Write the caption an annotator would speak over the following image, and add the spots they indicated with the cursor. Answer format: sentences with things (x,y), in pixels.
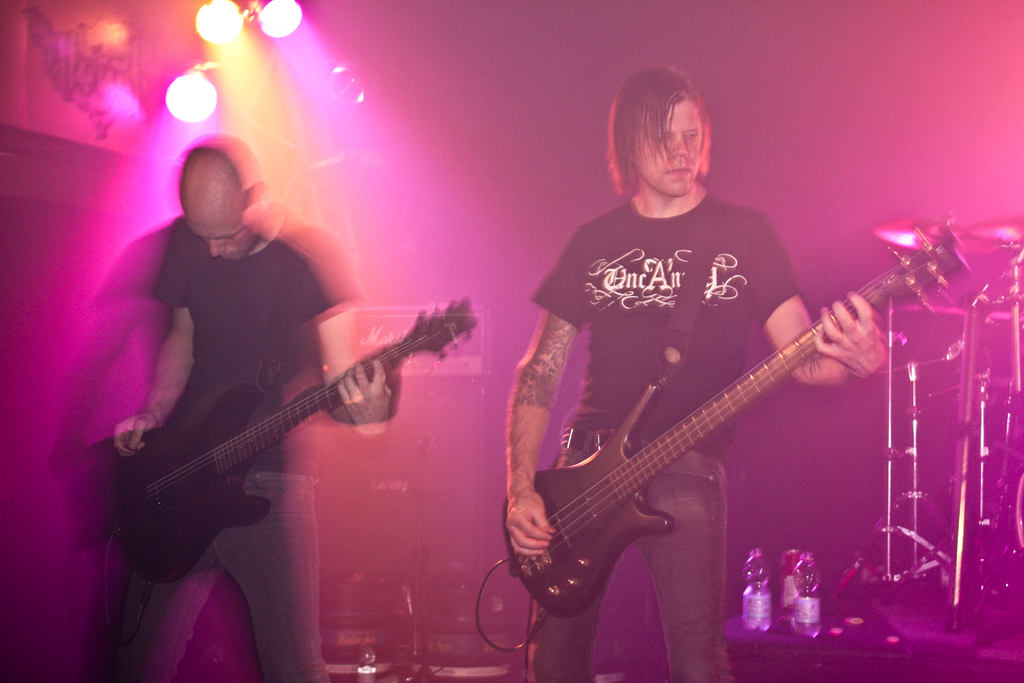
In this we see 2 people (166,404) who are holding guitars (205,532) and playing them. Beside the rightmost person (719,513), we have floor (872,674) on which there are water bottles (798,605) present. It looks like musical concert.
